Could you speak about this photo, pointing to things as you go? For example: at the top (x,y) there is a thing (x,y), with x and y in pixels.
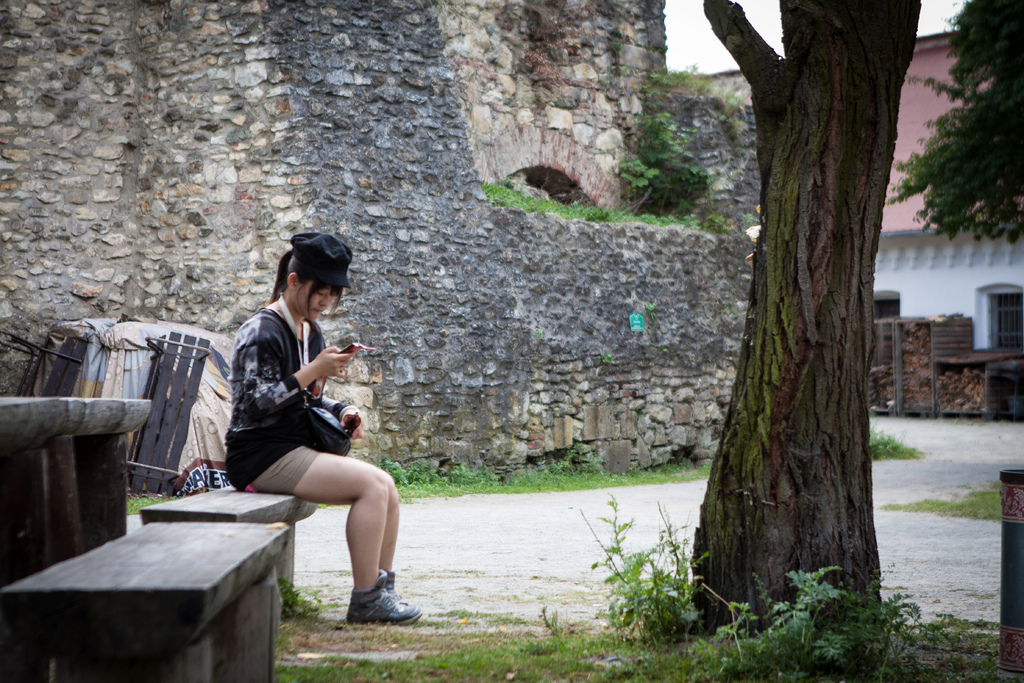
This picture is clicked outside. On the left (292,348) there is a person (295,354) holding an object (345,350) and sitting on the bench (238,511) and we can see the benches (176,596) and the plants (850,621) and the trunk (809,335) of a tree (821,95). In the background (688,42) there is a sky (691,58) and the buildings (598,188) and some other objects (953,372) and a tree (954,186).
